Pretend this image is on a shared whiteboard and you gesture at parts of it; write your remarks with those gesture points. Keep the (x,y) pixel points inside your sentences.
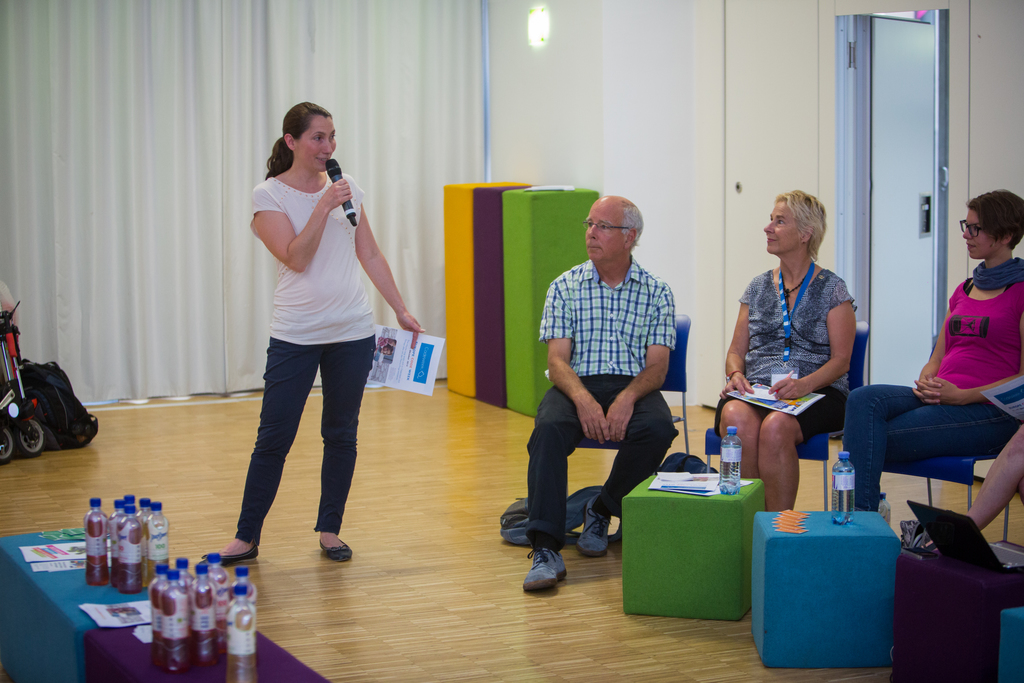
In this image there is a wooden floor (334,610). There are people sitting on the right side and a woman (296,323) standing in the middle (367,251) with the mike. There is a white color curtain (16,239) in the background (211,251). There are plastic bottles (244,601) on the left side (234,612). There is a door (898,365) on the right side (883,359).
